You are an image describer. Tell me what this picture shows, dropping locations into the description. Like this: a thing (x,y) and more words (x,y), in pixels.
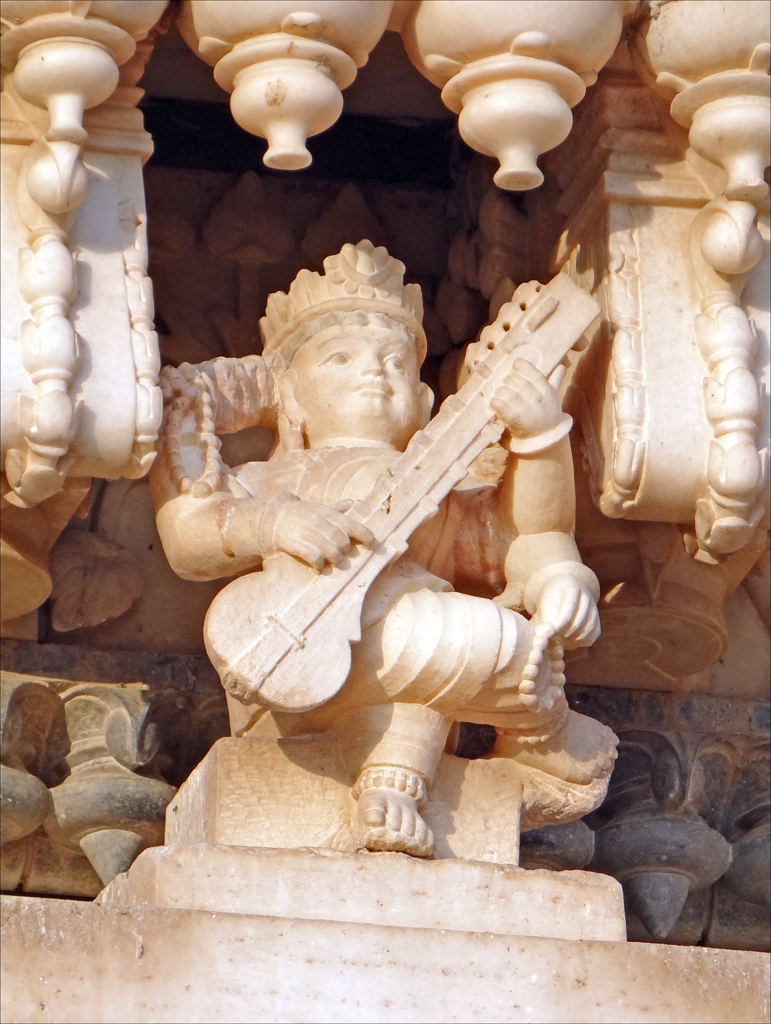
There is a sculpture (73,90) and an idol (322,481) in the image.
